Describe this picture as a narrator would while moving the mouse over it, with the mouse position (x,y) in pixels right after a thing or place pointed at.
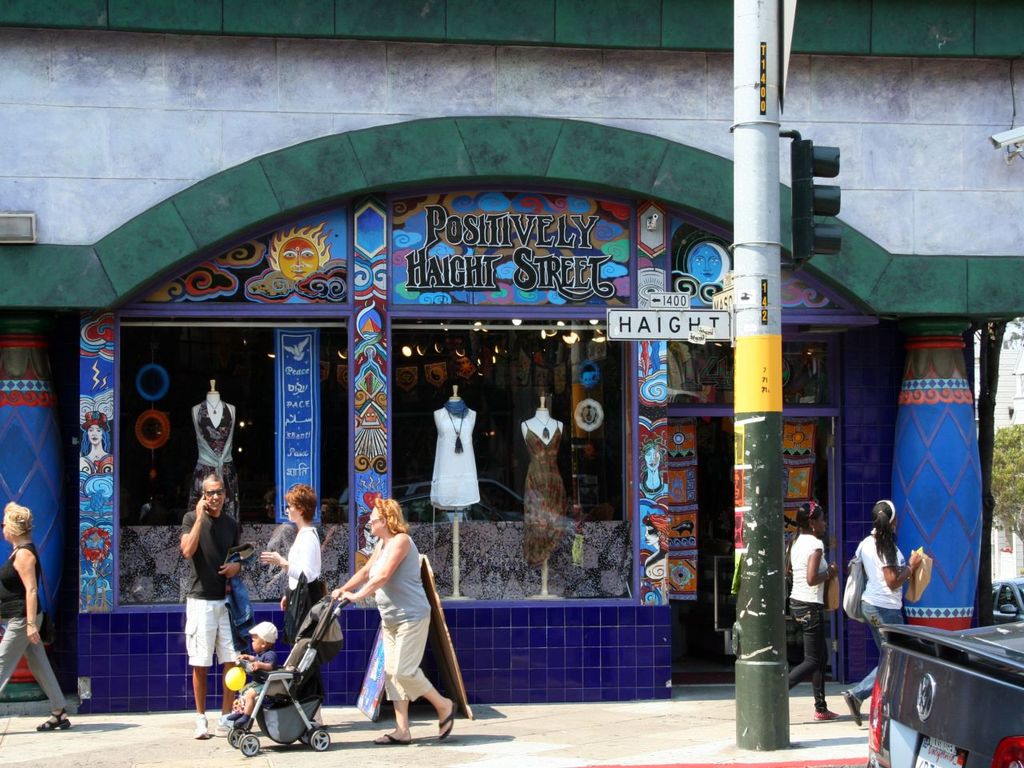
In this image I see the clothing store (555,320) over here and I see few words (437,236) written over here and I see the wall (360,217) which is colorful and I see the pole (778,697) on which there is a board (662,326) on which there are numbers (670,307) and a word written and I see the traffic signal (801,165) over here and I see the path (165,732) on which there are few people (312,578) and I see 2 cars (909,635). In the background (997,516) I see the leaves (1000,502) over here and I see the camera (1022,132) over here and I see the wire (1011,97).
